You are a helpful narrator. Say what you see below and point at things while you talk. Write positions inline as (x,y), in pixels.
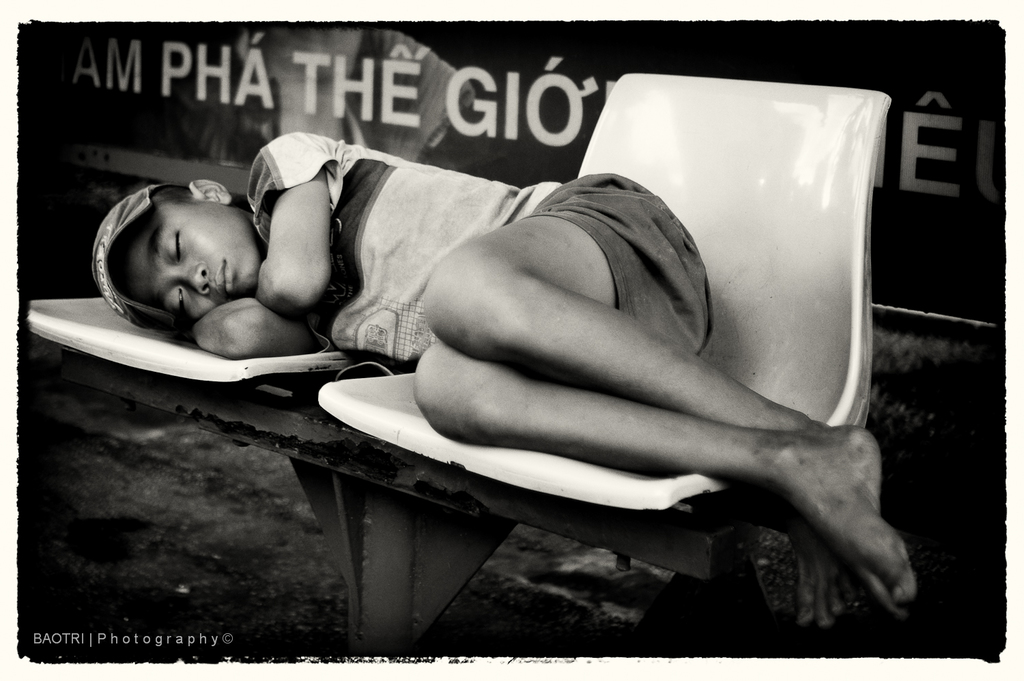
In this picture there is a boy (663,257) who is sleeping on the chair (587,482). He is wearing cap (121,242), t-shirt (389,282) and short (668,237). At the back (209,102) we can see the banner (964,248) on the wall (897,260). In the bottom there is a watermark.
